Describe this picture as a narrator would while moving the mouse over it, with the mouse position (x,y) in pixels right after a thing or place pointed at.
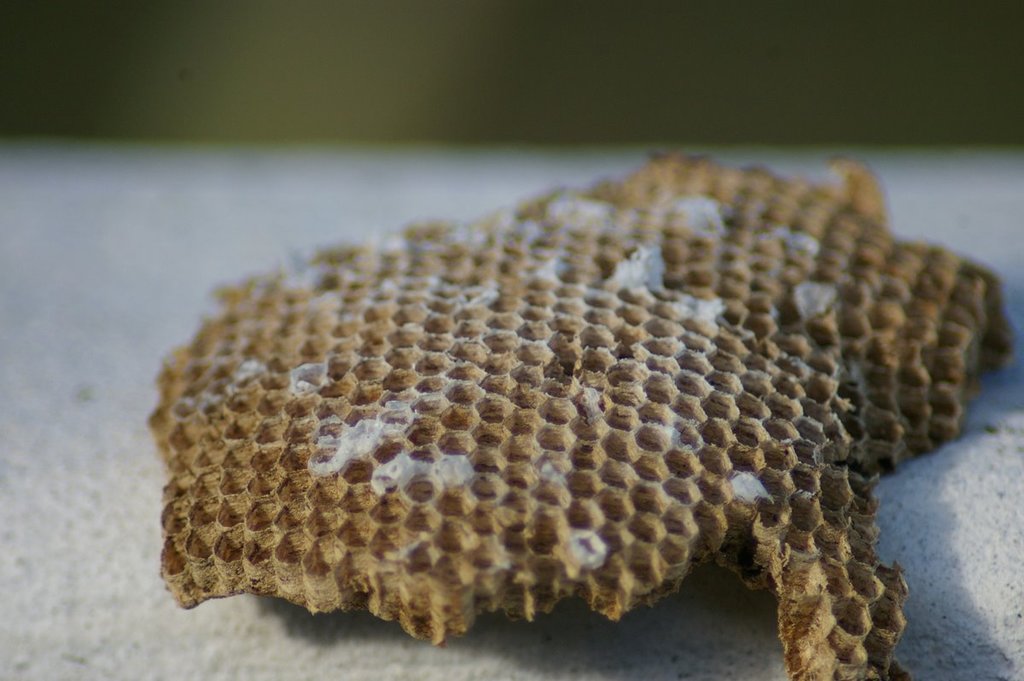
In this image there is a dried wasp paper comb (531,350) on a white surface (100,639).
